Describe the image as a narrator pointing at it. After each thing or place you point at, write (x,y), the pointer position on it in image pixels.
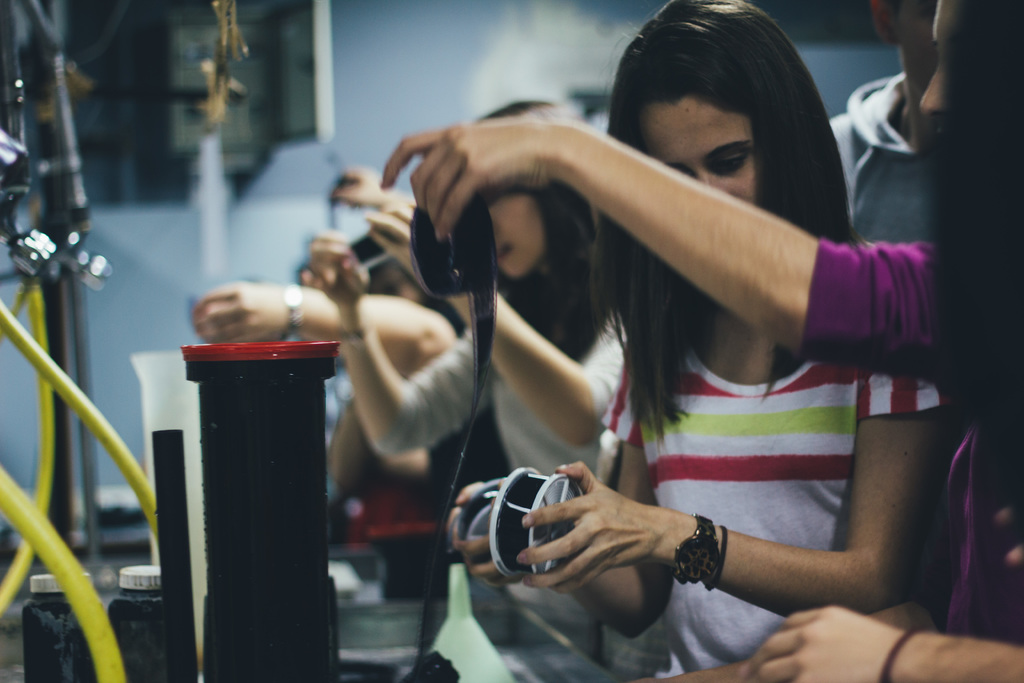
In this image there are group of people (599,192) standing and holding some objects (550,485), there are pipes (48,192), bottles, taps (5,164), measuring jars (182,417), wall (324,187).
